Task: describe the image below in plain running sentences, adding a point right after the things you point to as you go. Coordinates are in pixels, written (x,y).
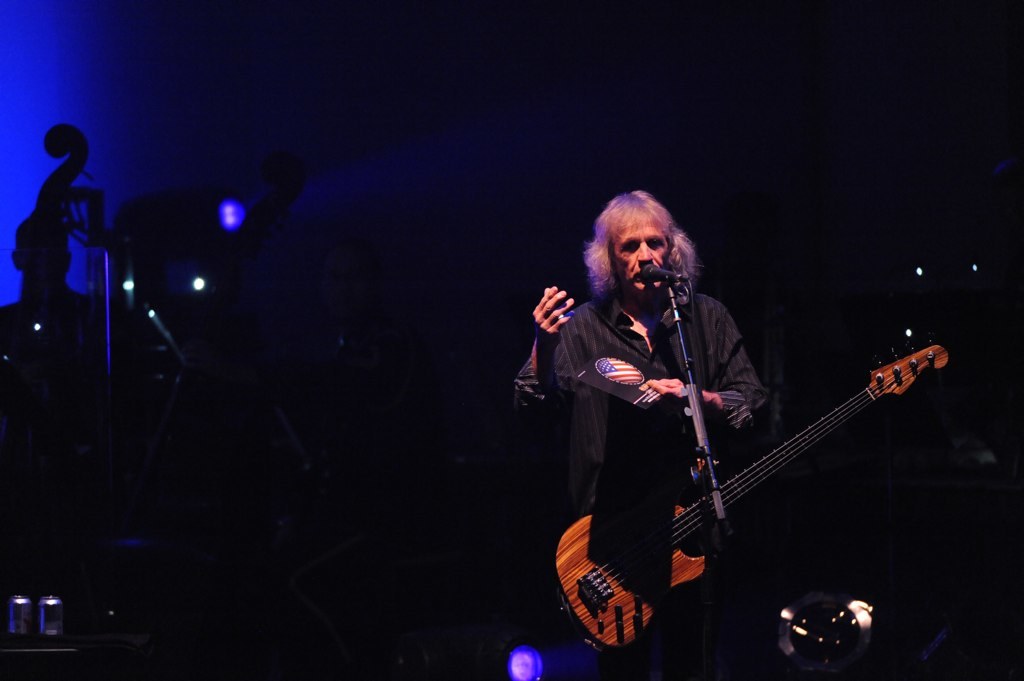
In this image i can see a person (541,351), holding a guitar (657,522) and in front of him there is a mike (674,315).
